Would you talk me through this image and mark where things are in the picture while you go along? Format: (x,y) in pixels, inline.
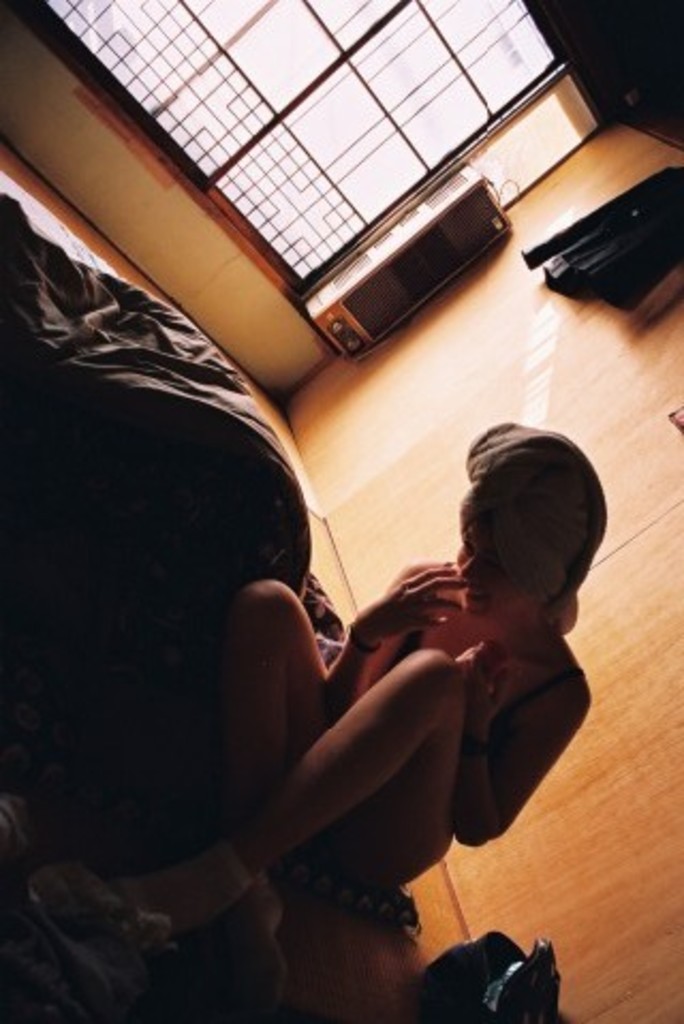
In this picture, we see a woman (393,882) is sitting on the floor (372,926) and she is smiling. Beside her, we see a blanket (150,483). At the bottom (435,879), we see the wooden floor (562,903) and a bag (491,937) in black color. On the right side (551,372), we see the floor (605,678). We see a black color object (627,263). In the background (362,159), we see the windows (268,139) and an object (398,232).
